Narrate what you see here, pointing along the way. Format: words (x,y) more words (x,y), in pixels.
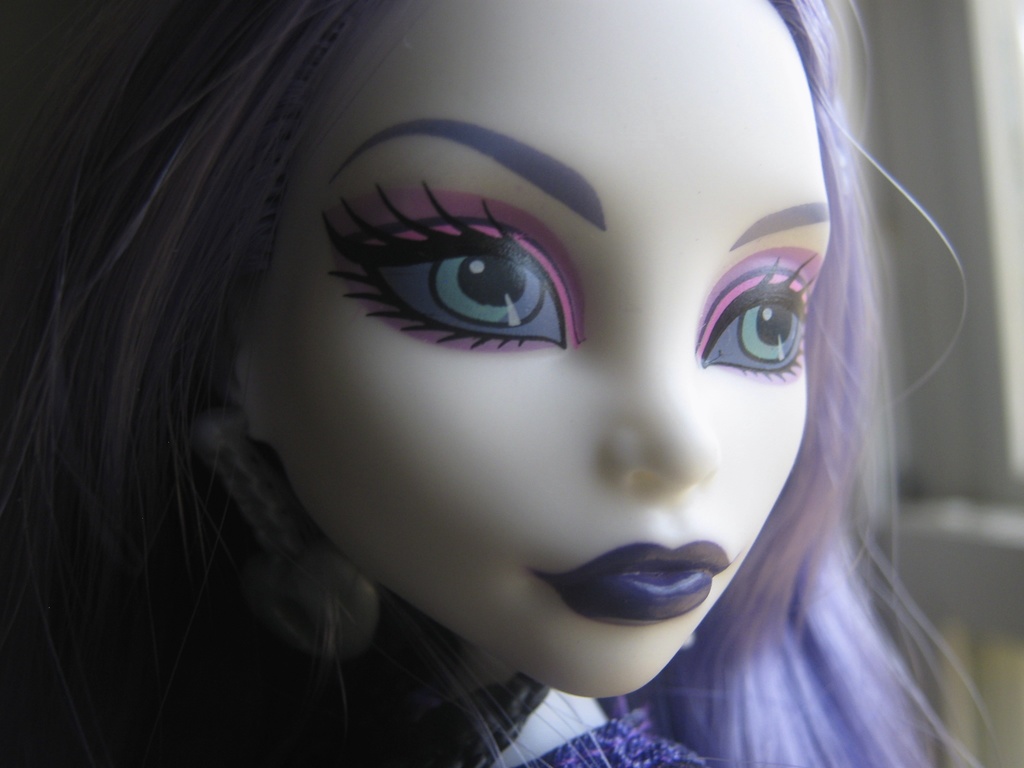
In this image we can see a doll (848,140) in the foreground (848,140) and the background (944,173) is blurry.
